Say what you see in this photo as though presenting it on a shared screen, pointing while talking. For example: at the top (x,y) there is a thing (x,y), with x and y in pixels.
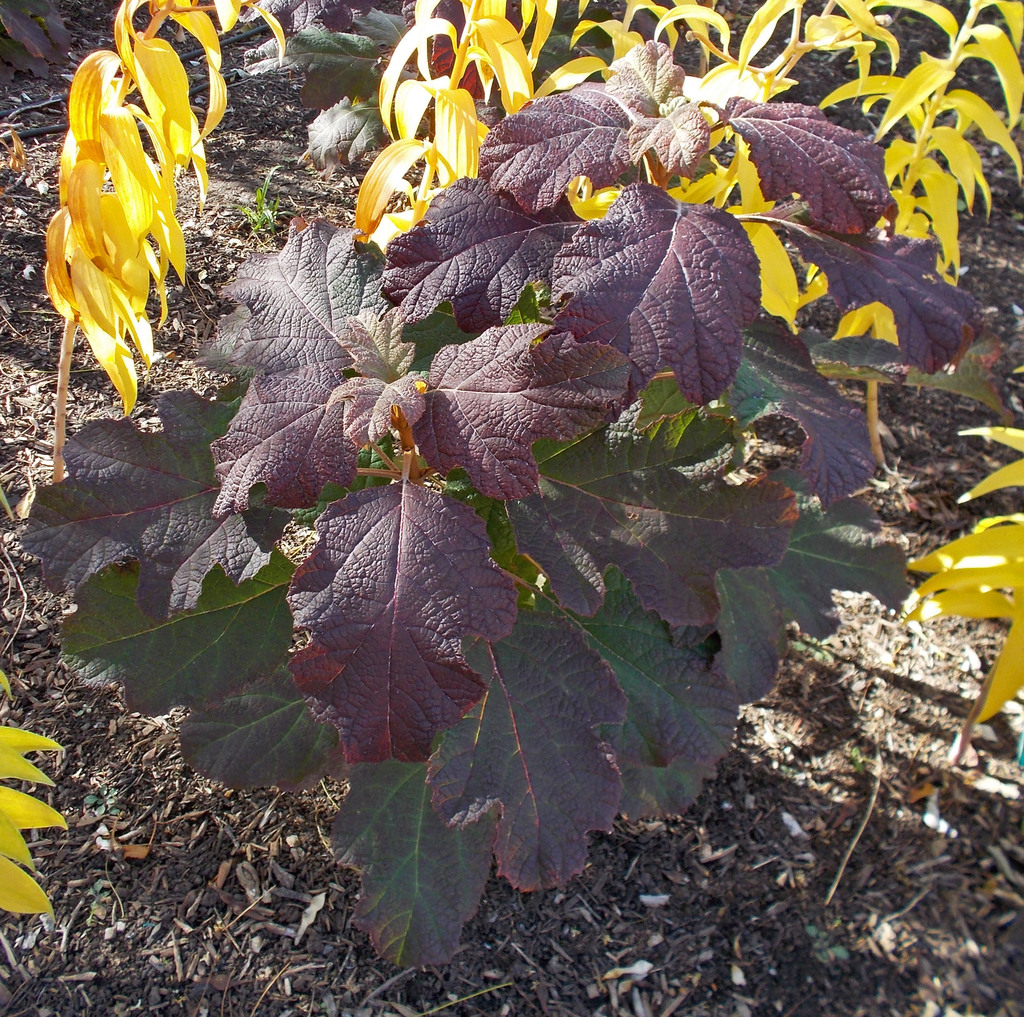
In the middle of this image (664,608), there is a plant (305,617) having leaves (564,595) on the ground (55,725). On the left side (4,733), there are plants (86,95) having yellow color leaves (136,50). On the right side (1000,577), there is a plant (1021,525) having yellow color leaves (1010,691). In the background (847,17), there are plants (717,18) having yellow color leaves (487,25).
